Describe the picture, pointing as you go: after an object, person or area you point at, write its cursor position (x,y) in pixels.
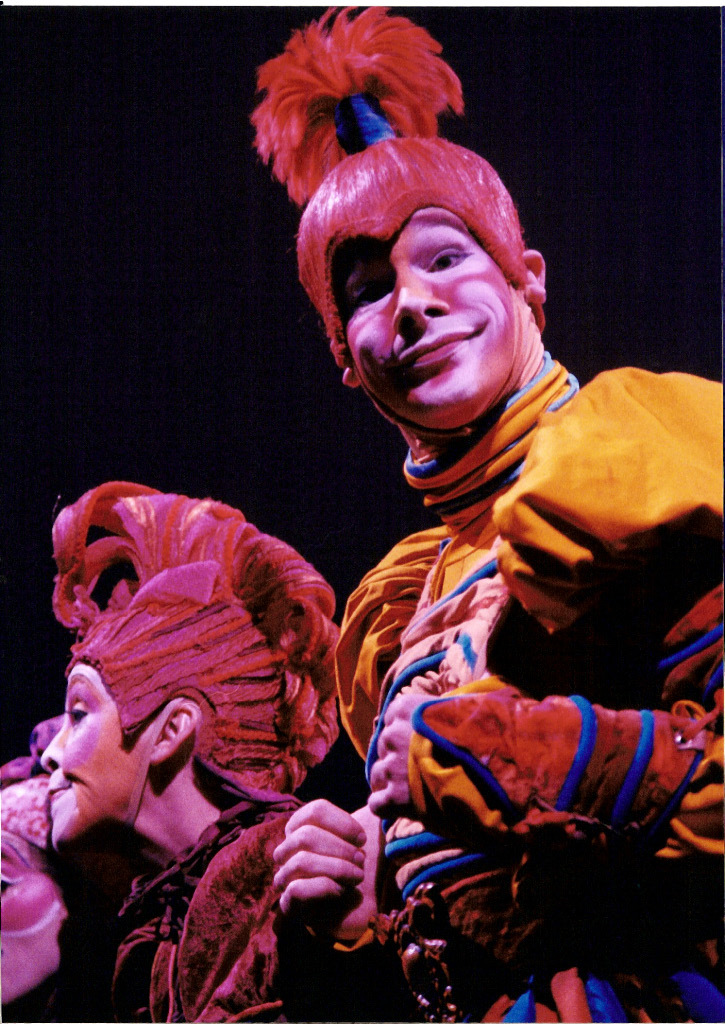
In the center of the image (422,393) we can see three persons (229,672) are standing and they are in different costumes (373,634). Among them, we can see one person (480,453) is smiling. And we can see the black color background (188,385).
